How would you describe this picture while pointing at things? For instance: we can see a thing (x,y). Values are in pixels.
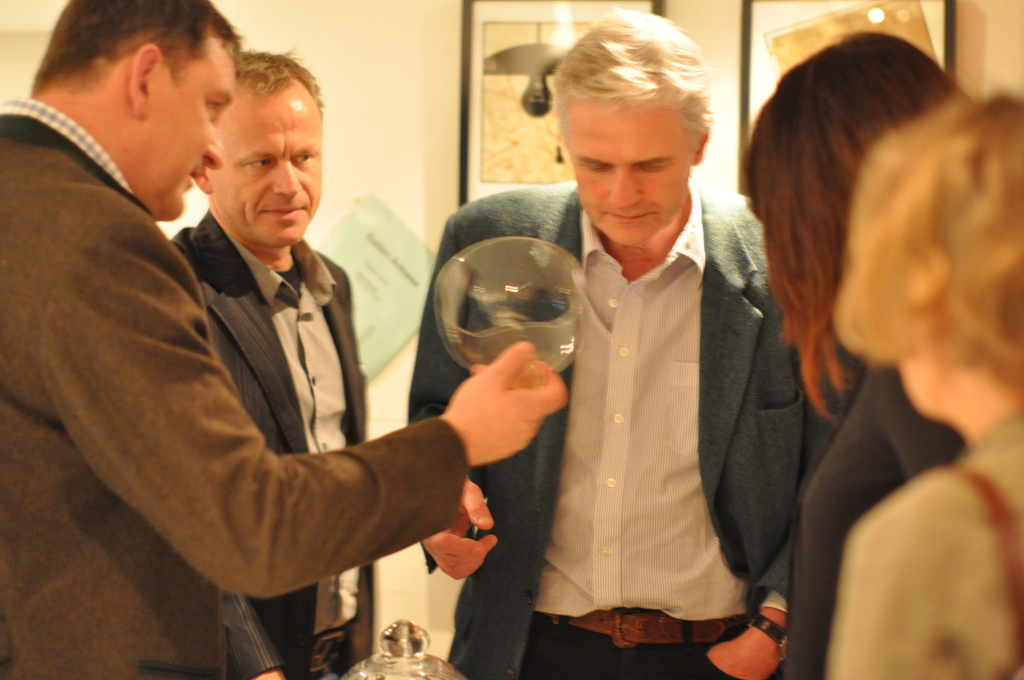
In this image I can see few people (628,405) standing and wearing different color dresses (630,449). One person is holding something. Back I can see few frames (475,79) and wall (437,82).
